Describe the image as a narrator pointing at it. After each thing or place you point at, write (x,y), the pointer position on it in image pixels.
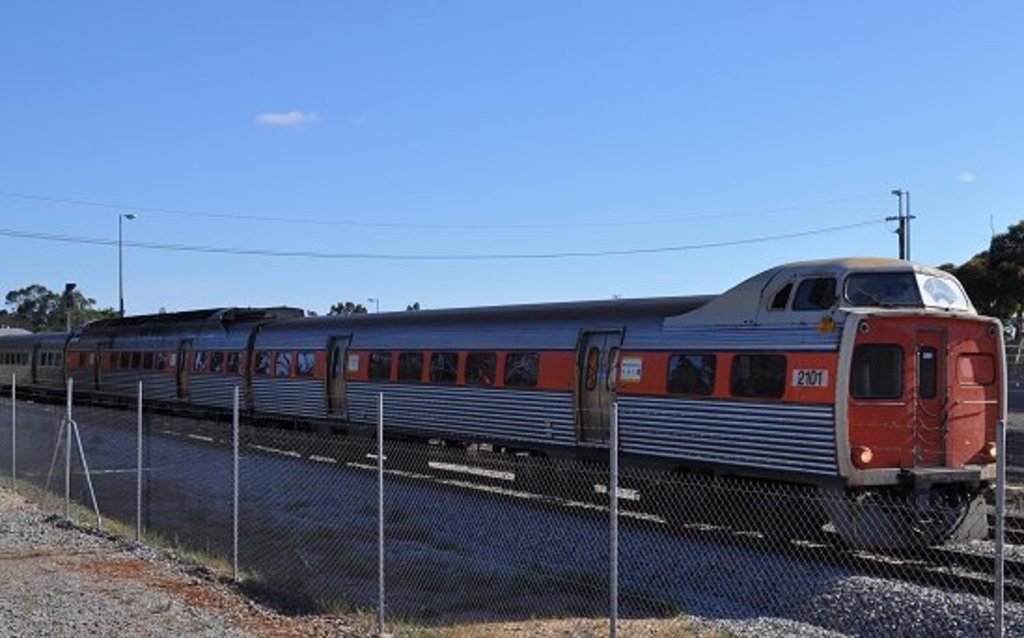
In this image I can see the ground (57,580), the metal fencing (268,505), some grass (195,549) and a train (534,353) which is grey, orange and black in color. I can see few poles (118,229), few wires (310,253) and few trees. In the background (514,290) I can see the sky (486,135).
